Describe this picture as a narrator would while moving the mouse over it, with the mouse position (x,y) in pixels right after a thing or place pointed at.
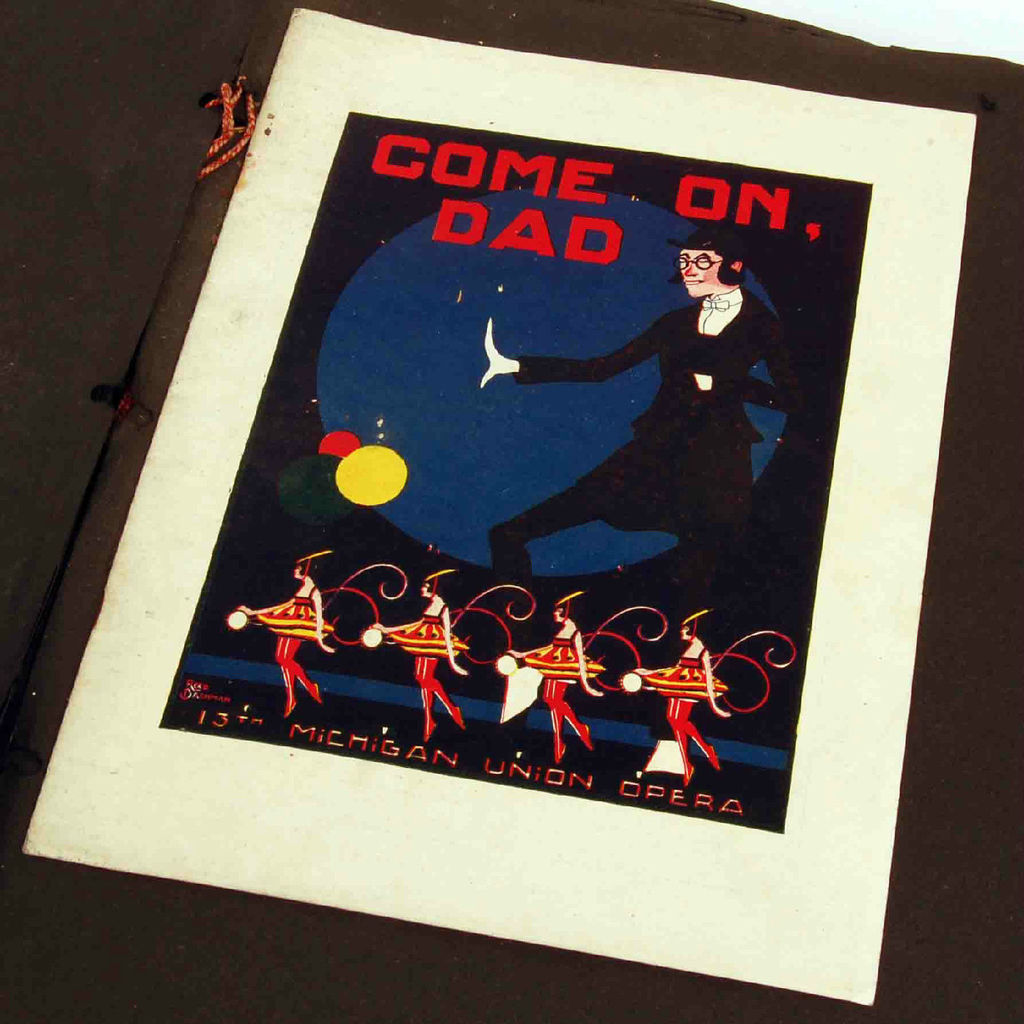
This is a poster, titled a " COME ON DAD". This is a animated poster. The man (687,379) is standing here. Background of it there is a blue circle (521,494). This are 3 balloons (378,467) in yellow, red and green. The four dolls (558,671) are dancing. This poster represents as "13th Michigan union opera program".
